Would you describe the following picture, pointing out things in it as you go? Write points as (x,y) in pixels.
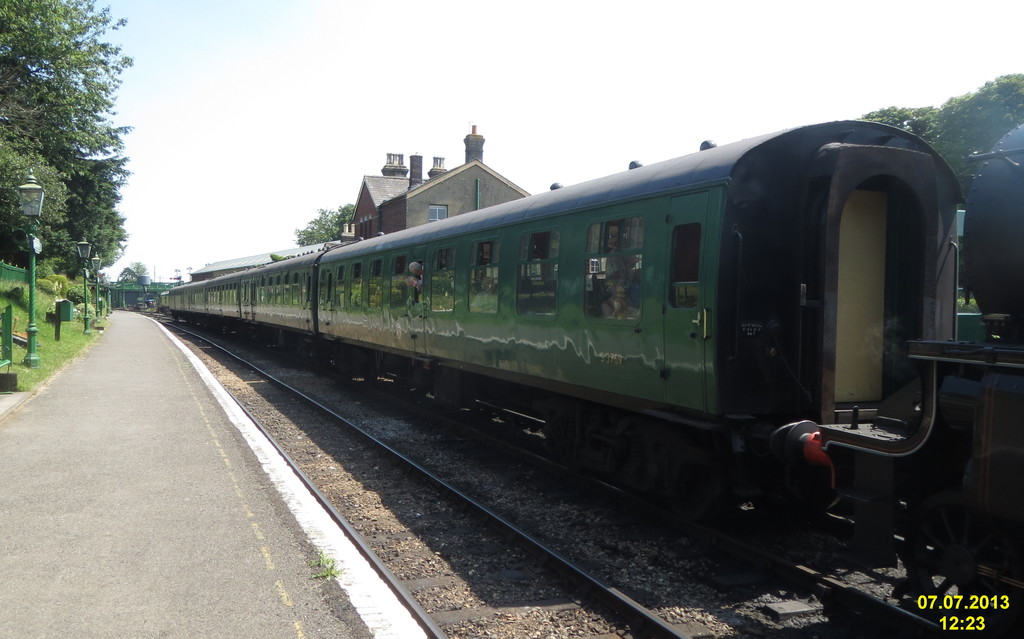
In this image I can see a train (553,321) which is green and black in color on the railway track (614,512) and I can see another railway track (423,471), the platform (155,428), few green colored poles (86,298), some grass (19,306) and few trees (82,201). In the background (954,136) I can see a building (403,183), few trees (983,136) and the sky (373,89).
